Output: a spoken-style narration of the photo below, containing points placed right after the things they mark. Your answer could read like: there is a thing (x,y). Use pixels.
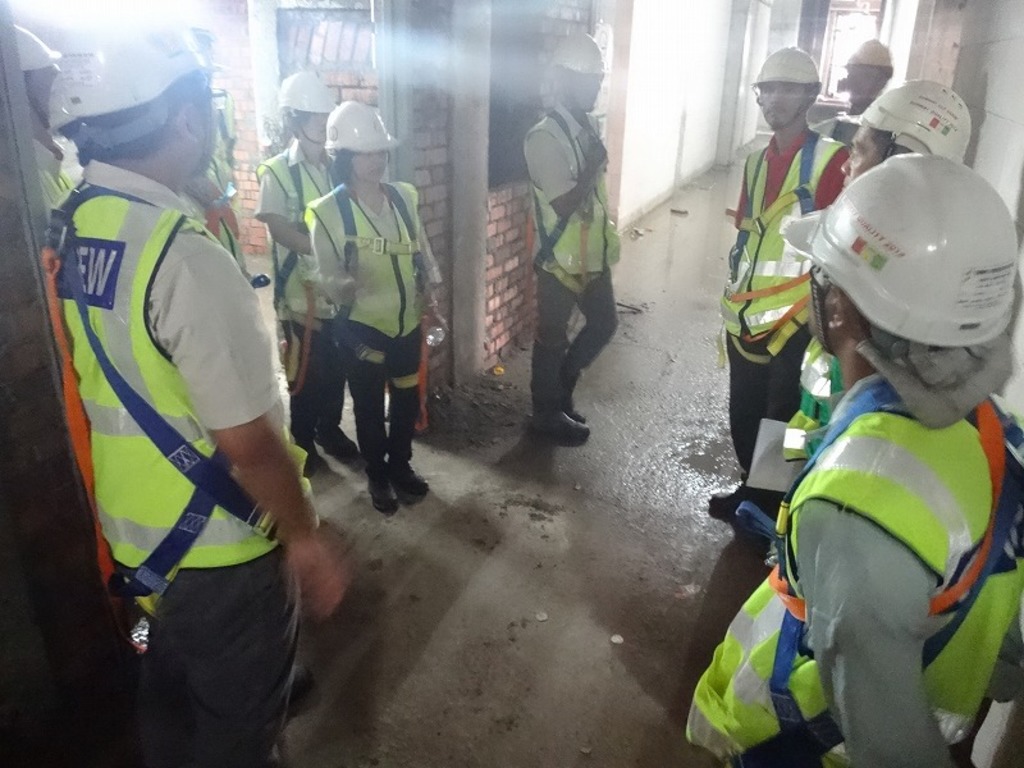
In this picture I can see many people (853,153) who are wearing the same dresses (787,355) and standing near to the wall (444,231). In the top left corner (44,17) I can see the sunlight beam (191,8). In the center (662,455) I can see some water (680,406) on the floor (680,456). In the back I can see some bricks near to the wall (651,192).
